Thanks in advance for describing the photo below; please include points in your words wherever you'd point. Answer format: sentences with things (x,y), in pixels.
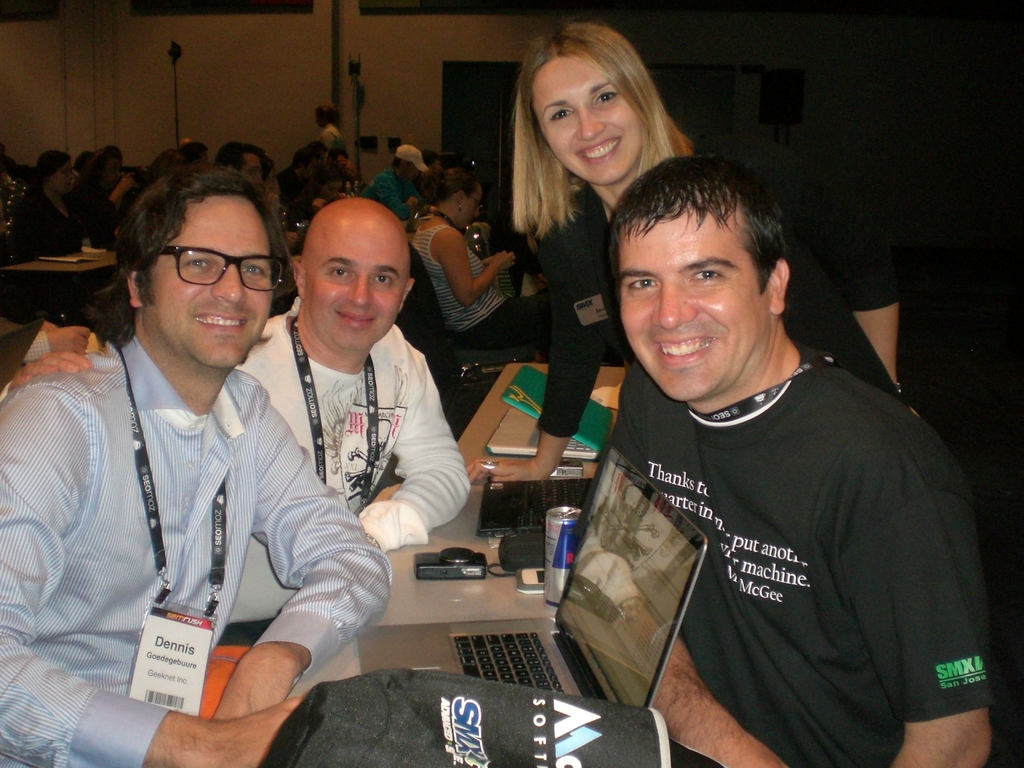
In this picture there are people (186,443) those who are sitting on the right (898,507) and left side of the image (106,369) and there is a table (497,393) in the center of the image (630,487), which contains laptops (626,699) on it, there are other people (438,181) in the background area of the image (266,170).
